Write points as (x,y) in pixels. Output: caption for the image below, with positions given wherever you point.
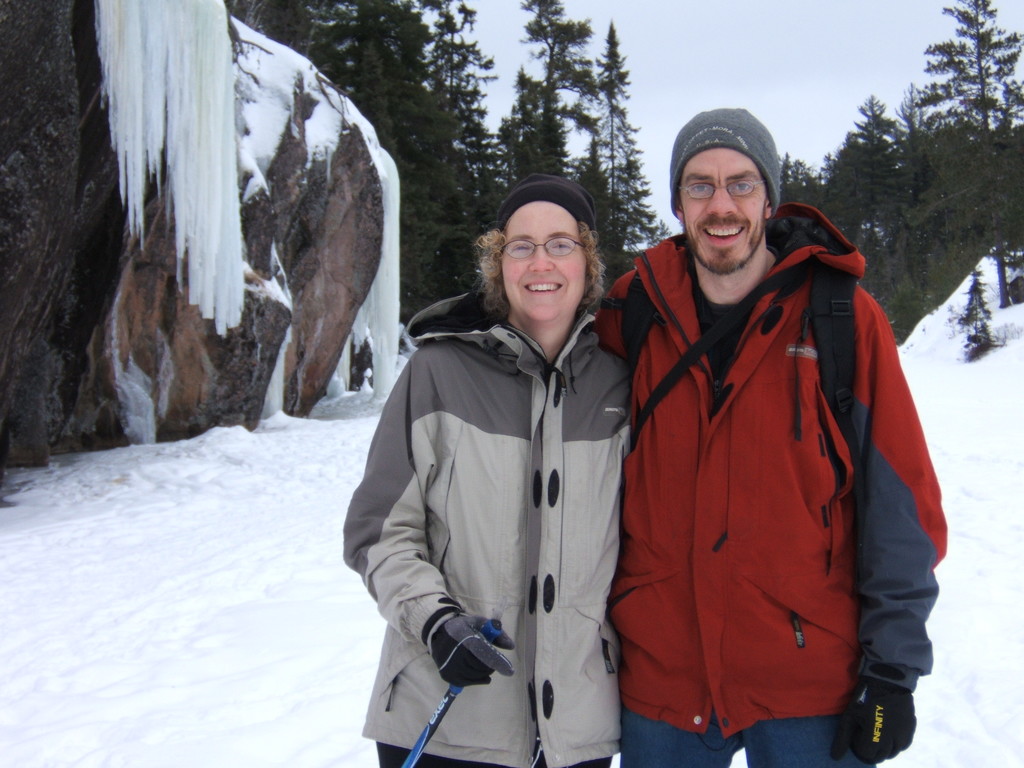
There are two people (548,483) standing and smiling and wore caps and gloves (473,628), she is holding a stick (421,736). We can see snow (196,444). In the background (119,194) we can see rock (246,381), trees (840,215) and sky (726,36).
